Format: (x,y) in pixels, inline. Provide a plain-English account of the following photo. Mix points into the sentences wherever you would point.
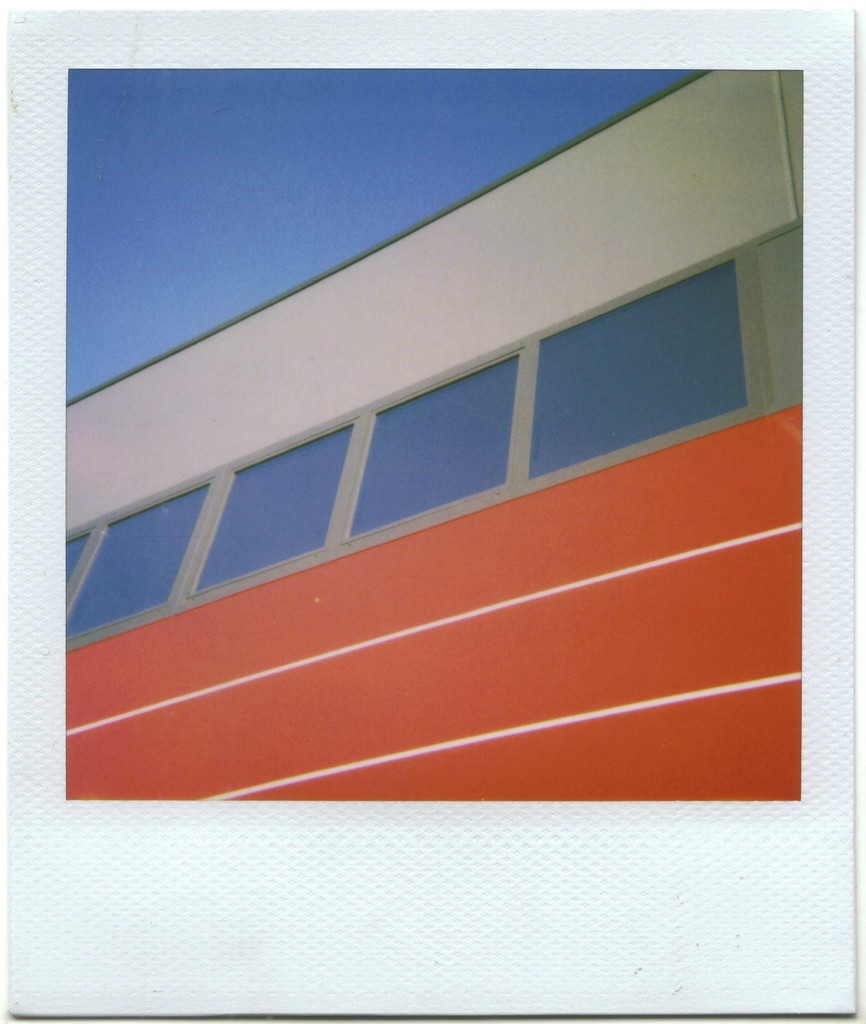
In this picture, there is an instant photo (422,875). On the instant photo (437,648), there is another picture (454,677) of a wall (409,656).
